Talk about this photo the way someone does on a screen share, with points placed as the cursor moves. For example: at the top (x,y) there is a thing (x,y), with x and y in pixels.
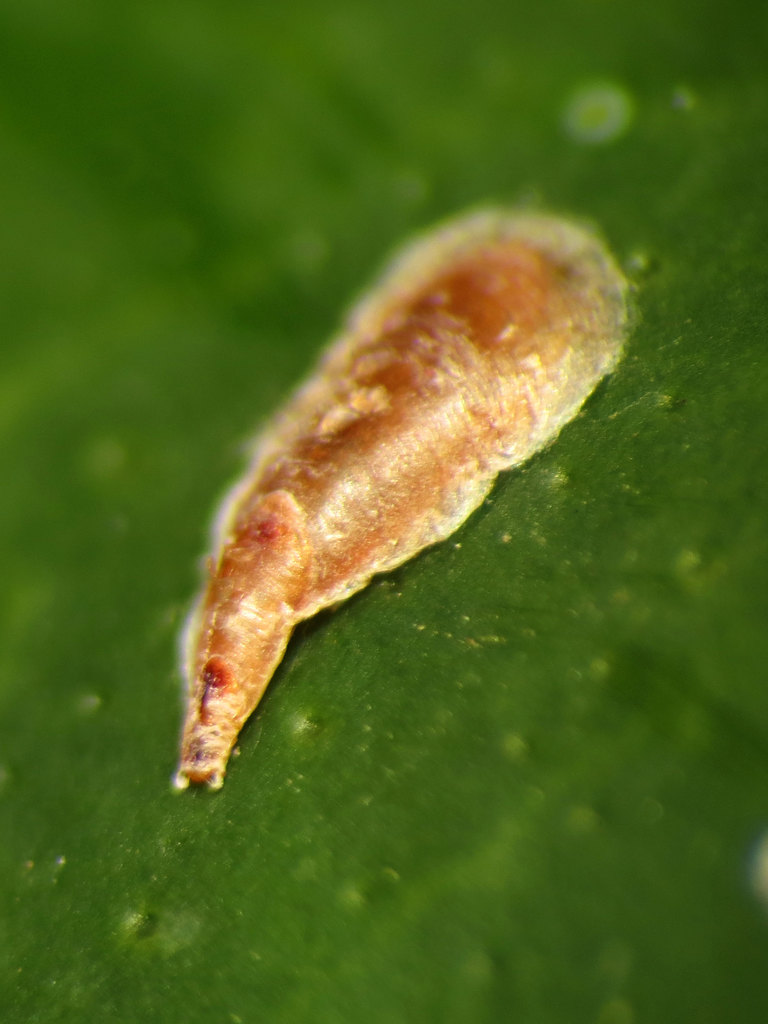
In this picture we can see insect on the green surface (170,789). In the background of the image (387,68) it is green.
